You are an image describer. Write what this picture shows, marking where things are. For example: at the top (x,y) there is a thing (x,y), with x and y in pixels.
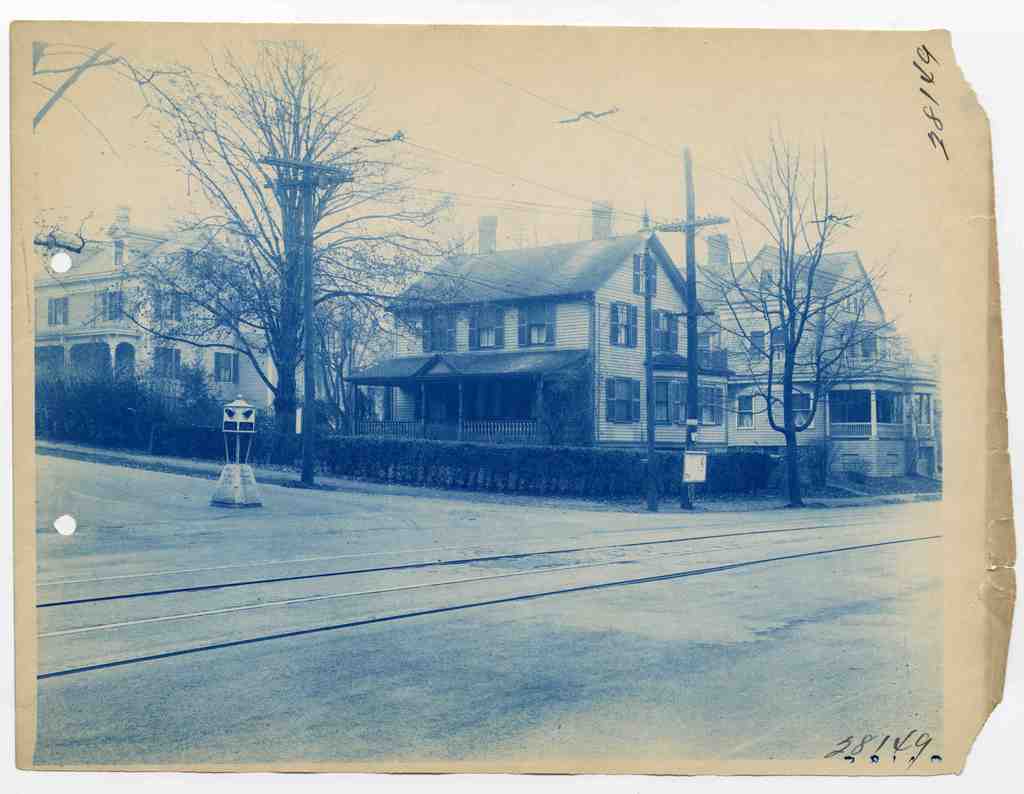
In this picture there is a photo (345,611) which is kept on the table (1021,758). In the center of the photo (598,424) I can see many buildings (441,394), trees (174,329) and plants (501,450). Beside the road (710,571) I can see the electric poles (653,490) and wires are connected to it. On the left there are street lights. At the top (571,226) there is a sky (503,77).
